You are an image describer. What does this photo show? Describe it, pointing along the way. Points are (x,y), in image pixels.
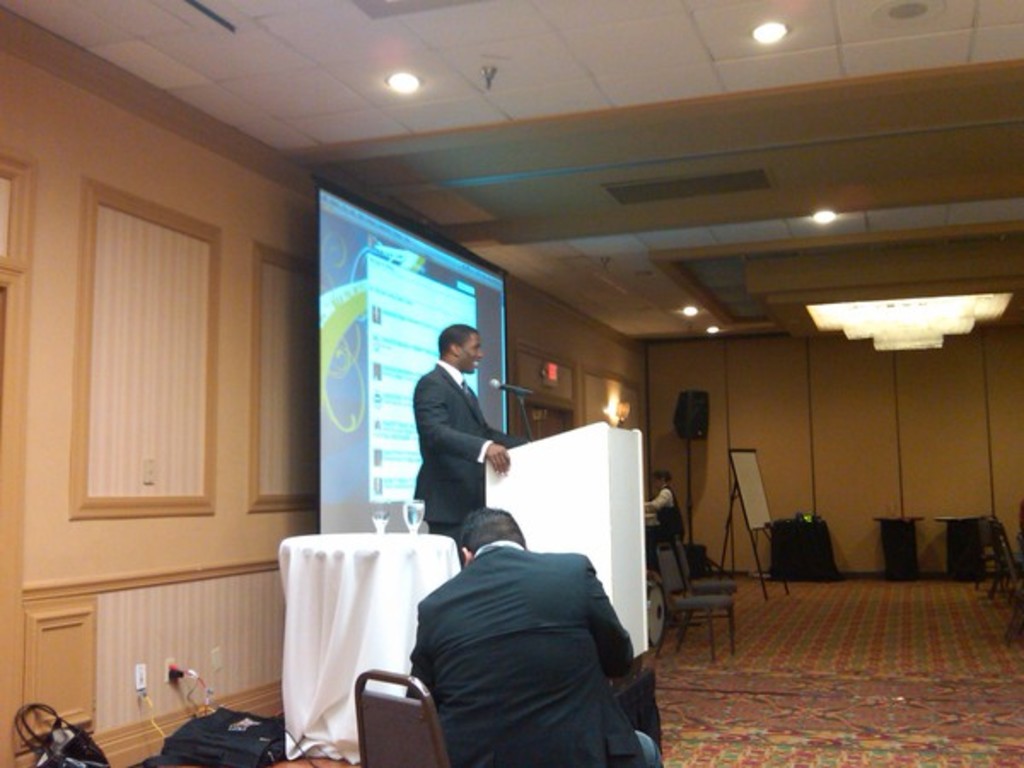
This picture is taken in a presentation. In the foreground (432,642) a man (513,690) in black suit (459,688) is sitting in a chair (417,741). On the left (224,749) there is a black bag (224,749) and cables (154,725). In the center of the picture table (392,579) covered with cloth (384,586), on the table (372,536) there are glasses (413,513). In the center of the picture (444,475) there is a man (468,414) standing and talking into a microphone (522,403) in front of a podium (570,460). In the background (974,520) there are chairs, board (745,481), desk (828,563). On the top of the background (449,285) there is a screen (377,423). On the top right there is a chandelier (998,298). On the top (696,127) there is ceiling (559,77) with lights (691,312).
